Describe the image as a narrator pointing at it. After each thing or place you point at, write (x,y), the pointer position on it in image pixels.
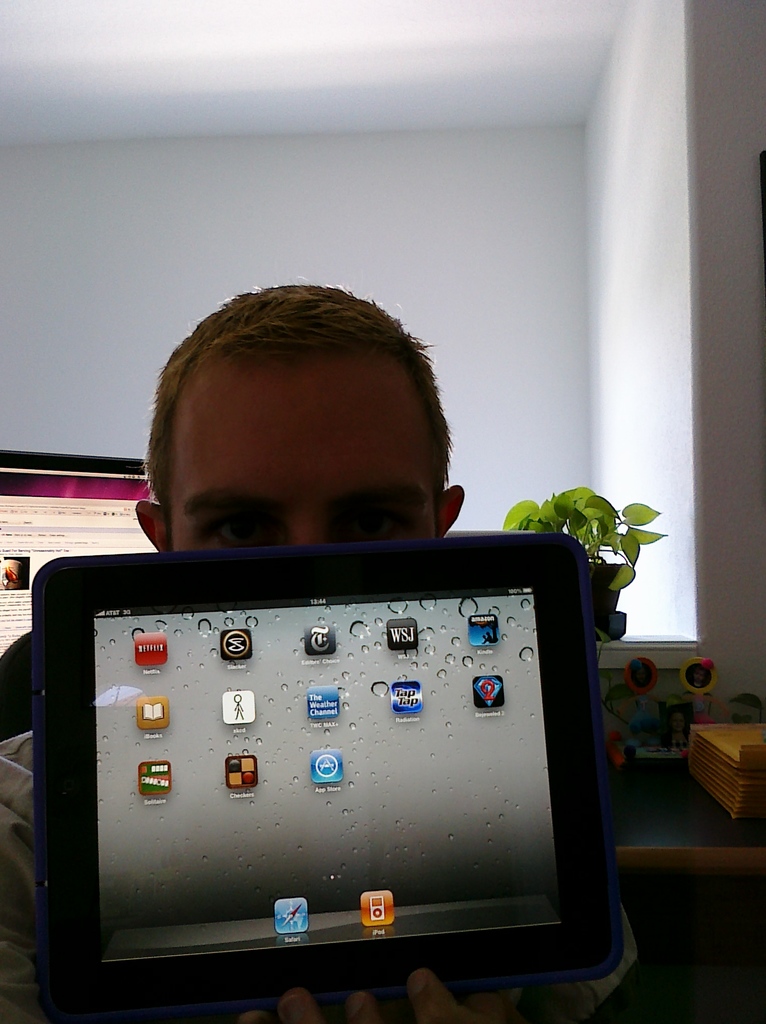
In the center of the image (279,393) there is a person (173,528) sitting and holding tablet (576,966). In the background (551,531) we can see houseplant (536,528), monitor (57,506), some objects (696,756) placed on the table (690,842) and wall (672,154).
